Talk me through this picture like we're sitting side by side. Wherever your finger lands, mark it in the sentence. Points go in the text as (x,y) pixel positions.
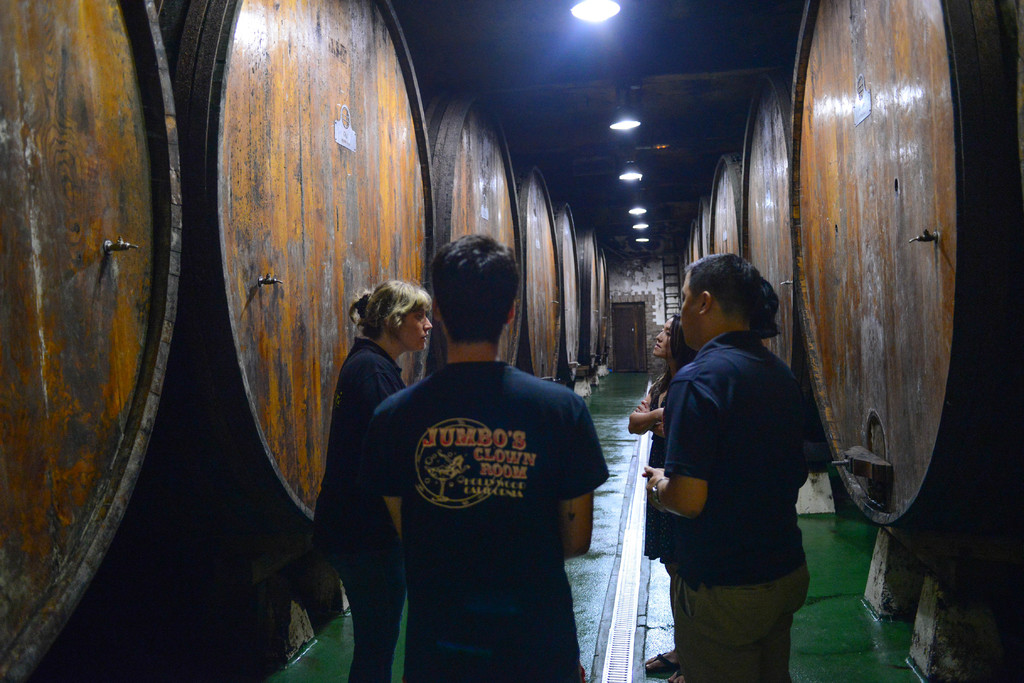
At the top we can see the lights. In the background (633,283) we can see the wall (657,285) and it seems like a door (632,324). In this picture we can see the people (494,493) standing. On either side of them we can see the objects (552,255). At the bottom (589,580) we can see the floor (585,593).
